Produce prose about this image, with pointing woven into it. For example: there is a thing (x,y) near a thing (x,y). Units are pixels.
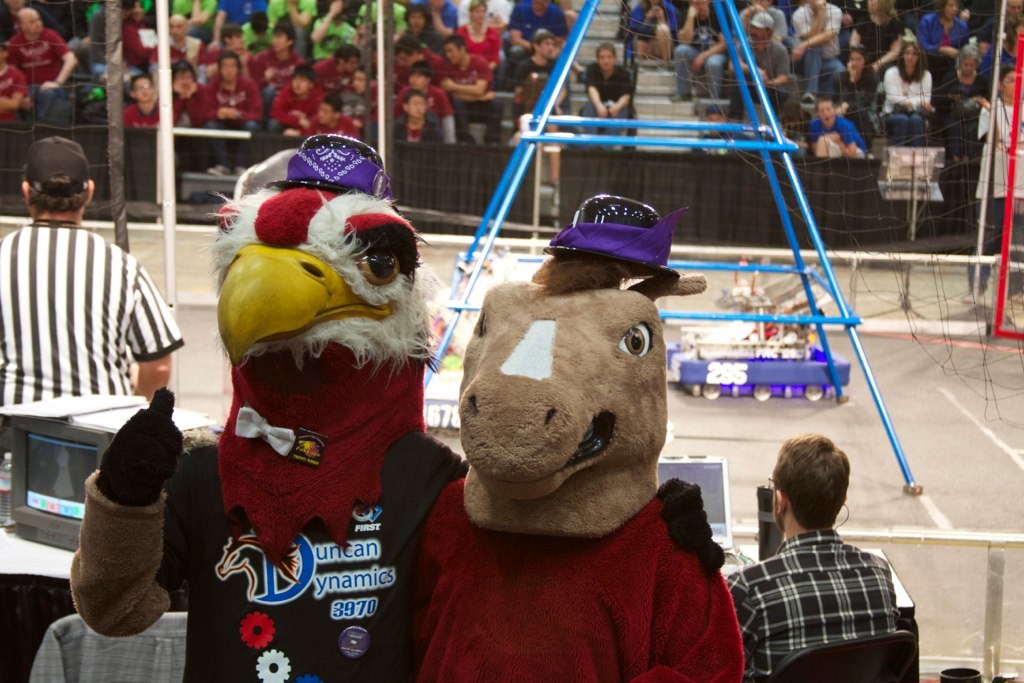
In this picture we can see two people (294,305) wearing costumes (504,553) and standing. There is a person (829,611) sitting on a chair (873,658). We can see computers (61,519), bottle (6,513) and other objects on a wooden table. We can see another person (135,340) standing on the left side (99,327). There are stands (786,209) and a few machines (796,373) on the path (839,333). A mesh (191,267) is visible at the back (933,245) from left to right. There are a few people (835,148) seen in the background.
